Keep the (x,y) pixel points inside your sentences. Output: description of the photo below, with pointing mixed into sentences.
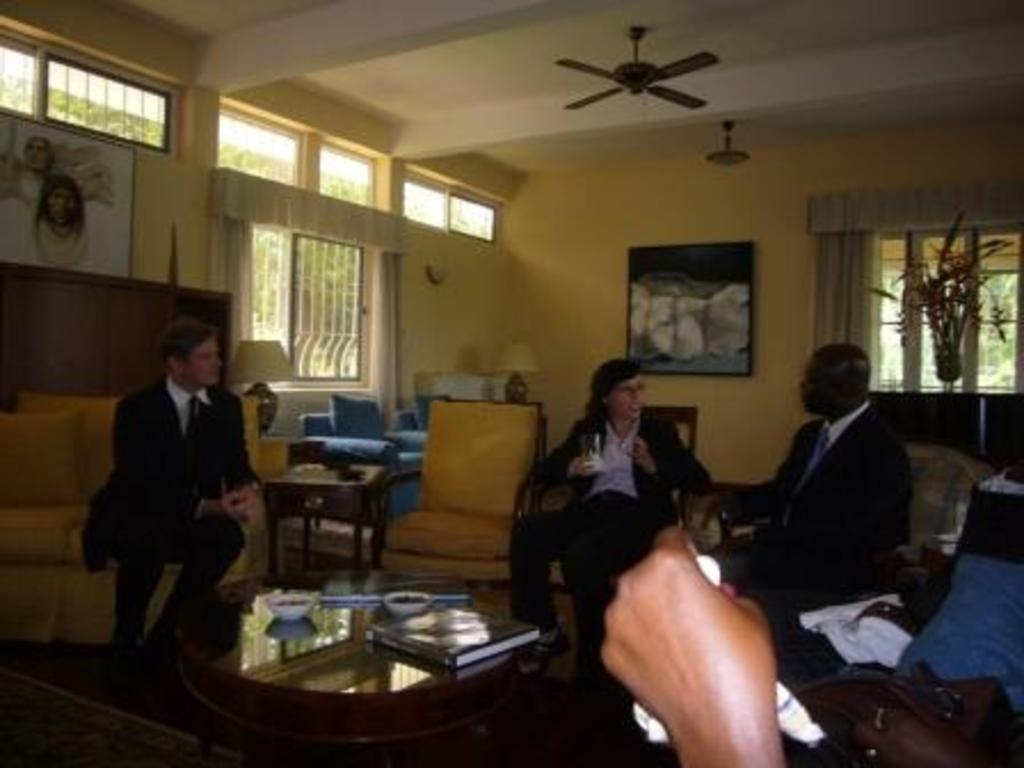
In this picture we can see a person (121,574) sitting on the sofa (68,592). And these two are sitting on the chairs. Here we can see a hand (736,614) of a person (697,655). This is the table (404,702) and there is a bowl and book (443,643) on the table (434,674). And these are the lamps (523,369). This is the wall (552,298) and there is a frame (718,298) on the wall (584,313). This is the window (324,306), and we can see a fan (570,66) here. And this is the floor (121,723).
